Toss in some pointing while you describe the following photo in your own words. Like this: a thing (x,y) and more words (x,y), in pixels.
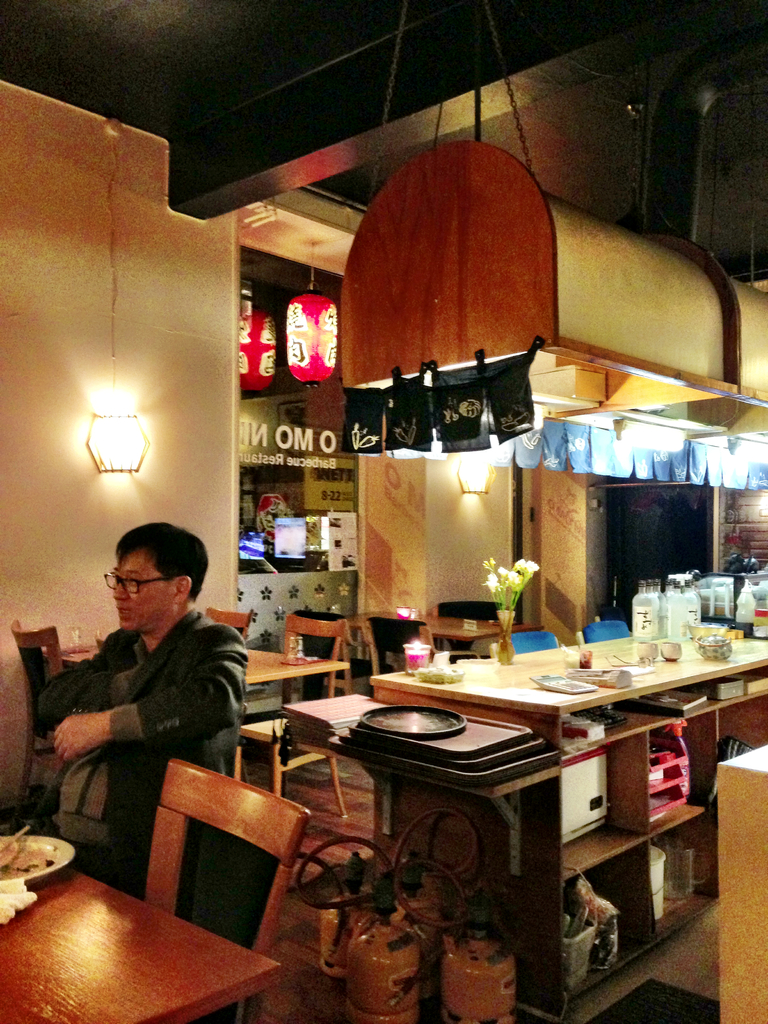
In this image I can see a man (135,725) sitting on the chair (173,803) in front of the table (64,876). some object (361,303) is chained through the rooftop (448,15) and banners (606,450) are tied to that object (678,383). I can see a table (294,668) and chairs (342,640). I think this place (556,611) looks like an restaurant (451,749). This is a table (664,674) where some bottles (650,610), bowls (705,647), flower vase (508,656) and some other objects (668,653) are placed on it. This is a rack (683,911) where some objects (587,899) are kept inside. This is a table (94,988) and I can see plate (24,847) on it. A lamp (106,459) is attached to the wall (145,482). This is a kind of decorative item (322,328) which is hanged to the rooftop (307,242) and it is red in color.
